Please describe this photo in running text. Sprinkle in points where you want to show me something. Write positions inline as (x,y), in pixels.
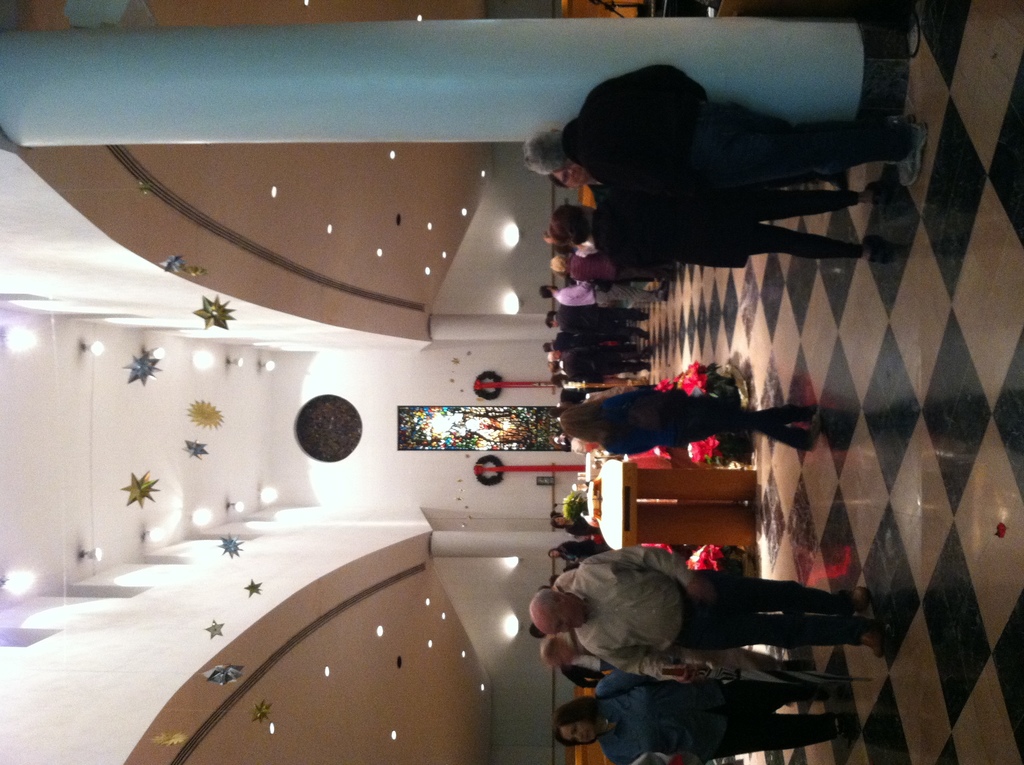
In this image we can see men (715,640) and women (722,215) are standing on the floor (921,508). At the top of the image (644,65) one blue color pillar (338,99) is there. Background of the image (455,298), white color roof (252,414), walls (343,497) and pillars (525,551) are there. In the middle of the image (632,490), we can see one table (678,506). Beside the table (711,491), flower pots (723,451) are there. The roof (234,413) is decorated with the stars (223,312).
